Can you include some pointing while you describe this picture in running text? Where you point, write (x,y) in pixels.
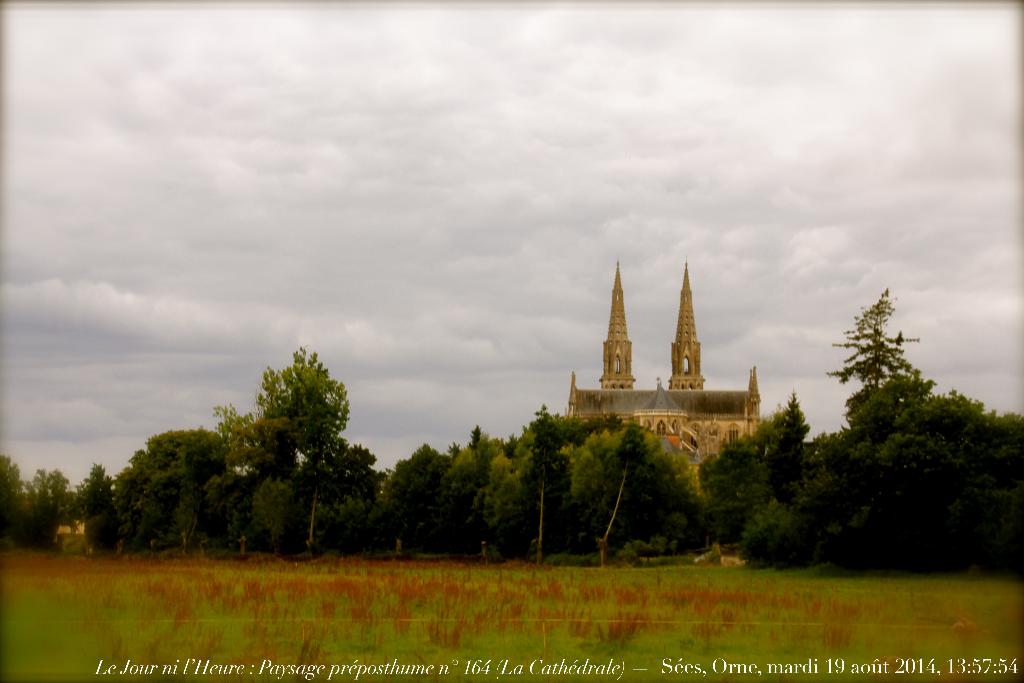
In this picture there is grassland (631,594) at the bottom side of the image (613,609) and there are trees (312,549) in the center of the image (635,445) and there is a building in the background area of the image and there is sky (624,178) at the top side of the image (825,167).
